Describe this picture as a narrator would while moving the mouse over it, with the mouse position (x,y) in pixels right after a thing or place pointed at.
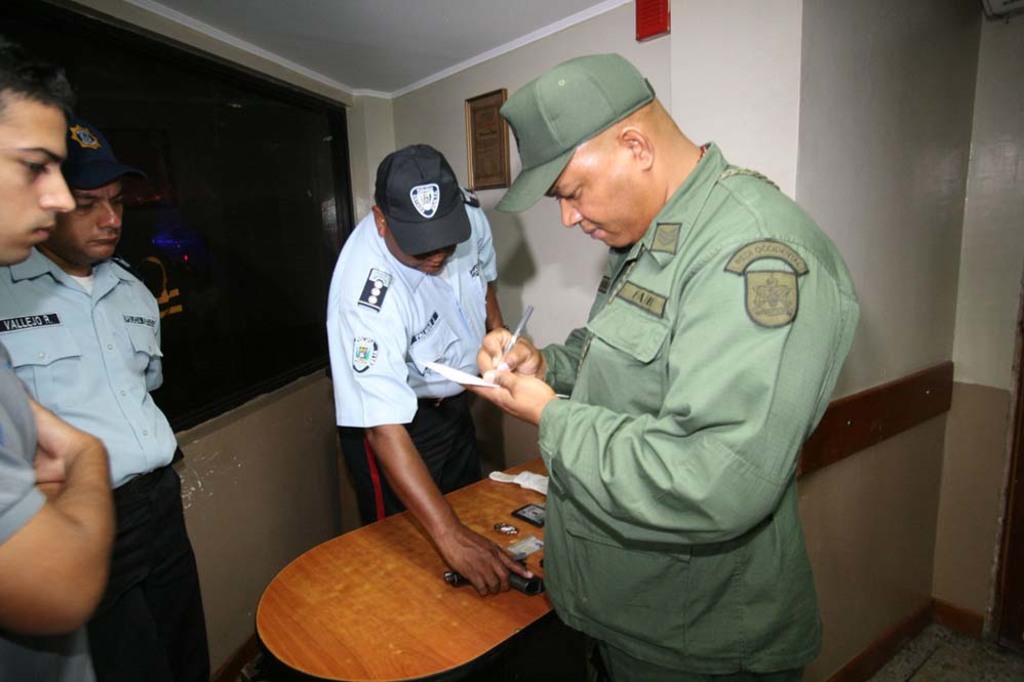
These four persons (469,424) standing. This person (529,99) holding paper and pen (526,316). On the background (838,65) we can see wall (838,65), screen (253,340). This is table (335,609). On the table (370,627) we can see gun (538,582).
